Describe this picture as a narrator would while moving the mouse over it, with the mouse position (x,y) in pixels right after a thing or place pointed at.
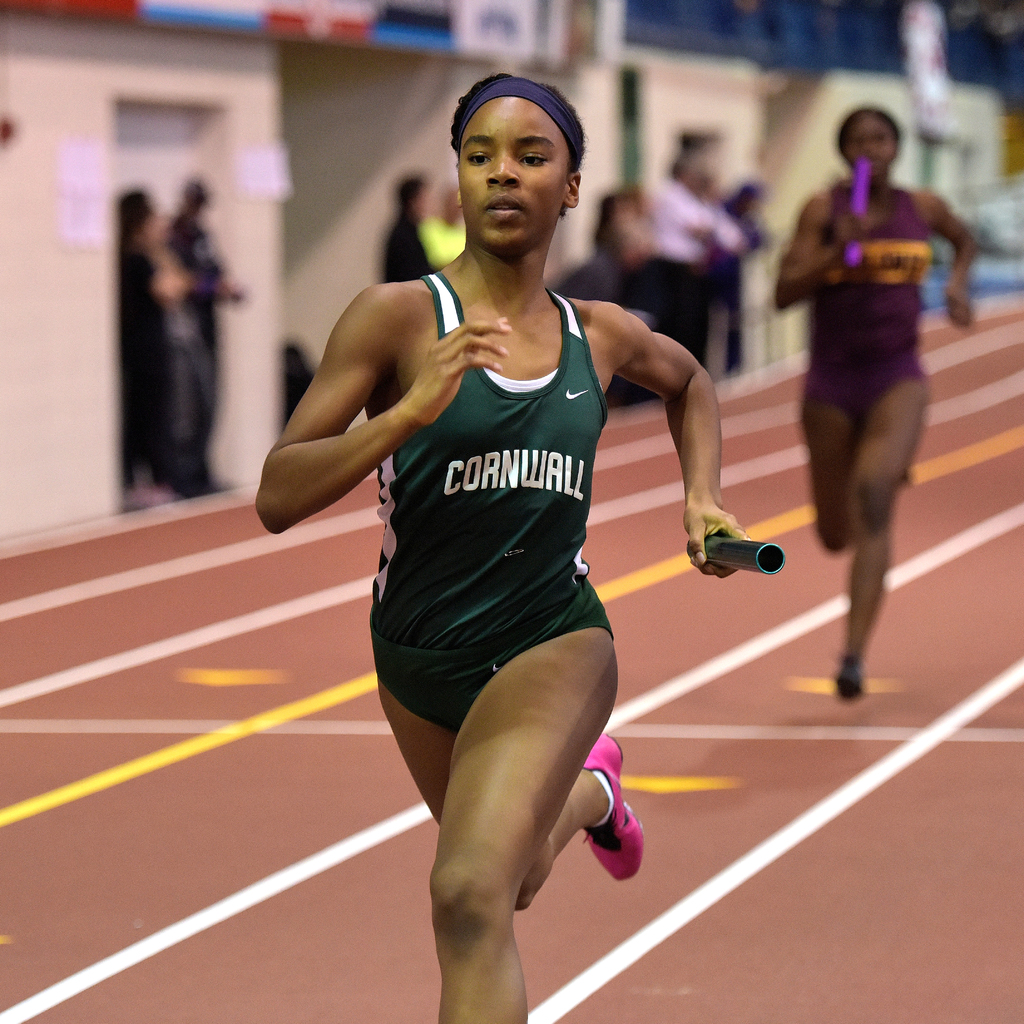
In the image there is a woman (543,493) running on the ground (754,618) and behind her there are some other people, the background of the woman (469,292) is blur.
